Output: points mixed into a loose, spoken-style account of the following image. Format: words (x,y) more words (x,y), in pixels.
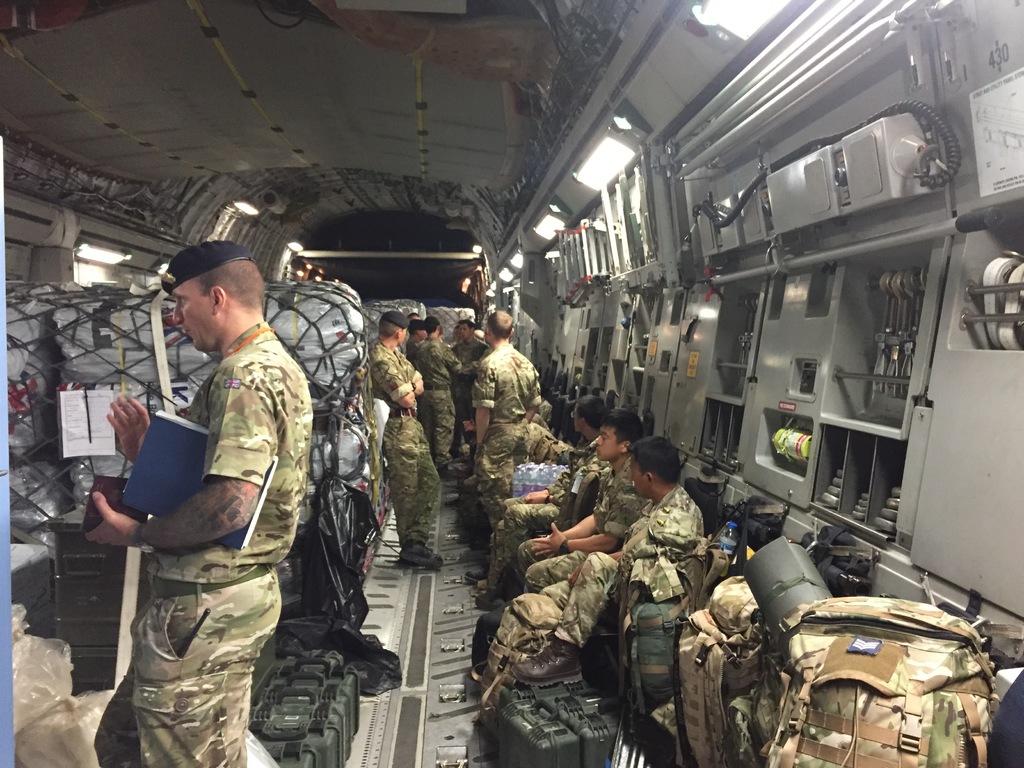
In this picture we can see group of people (226,569) wearing camouflage dress (287,500) standing, some are sitting in an airplane (452,482), we can see some bags (814,615), objects (776,551) which are in airplane (849,316) and top of the picture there are some lights (539,218).
